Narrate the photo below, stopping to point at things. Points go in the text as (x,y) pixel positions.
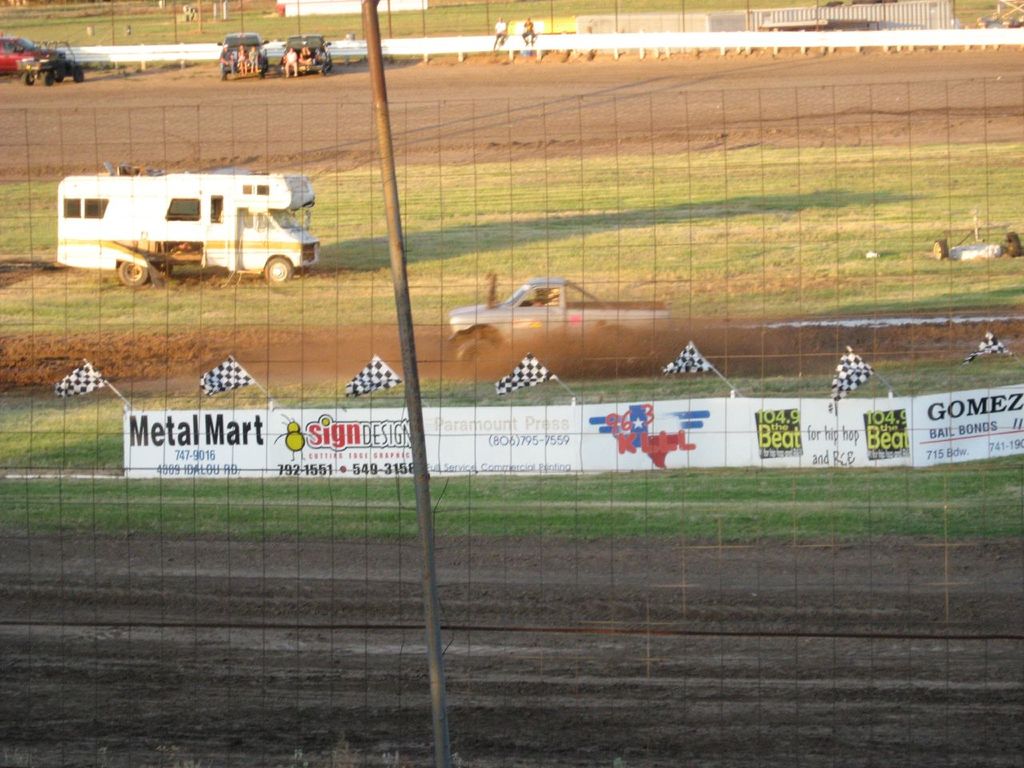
In this image in the front (398,333) there is a pole (404,324) in the center (658,422) there is a fence (575,454) and there are boards (672,430) with some text (814,440) written on it and on the top of the boards (255,409) there are flags (843,371). In the background (248,261) there are vehicles (520,296) and there are persons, poles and there's grass (687,221) on the ground (675,231).
